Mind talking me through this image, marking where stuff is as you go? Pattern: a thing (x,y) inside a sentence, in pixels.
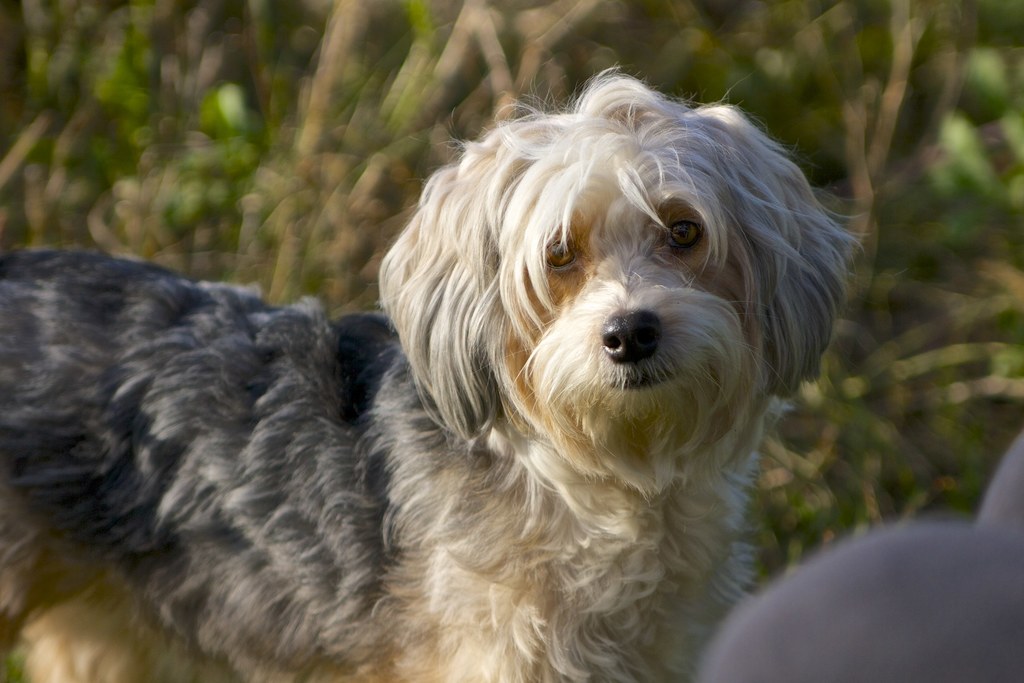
In the center of the image (384,321), we can see a dog (510,468) and the background (838,130) is blurry.
